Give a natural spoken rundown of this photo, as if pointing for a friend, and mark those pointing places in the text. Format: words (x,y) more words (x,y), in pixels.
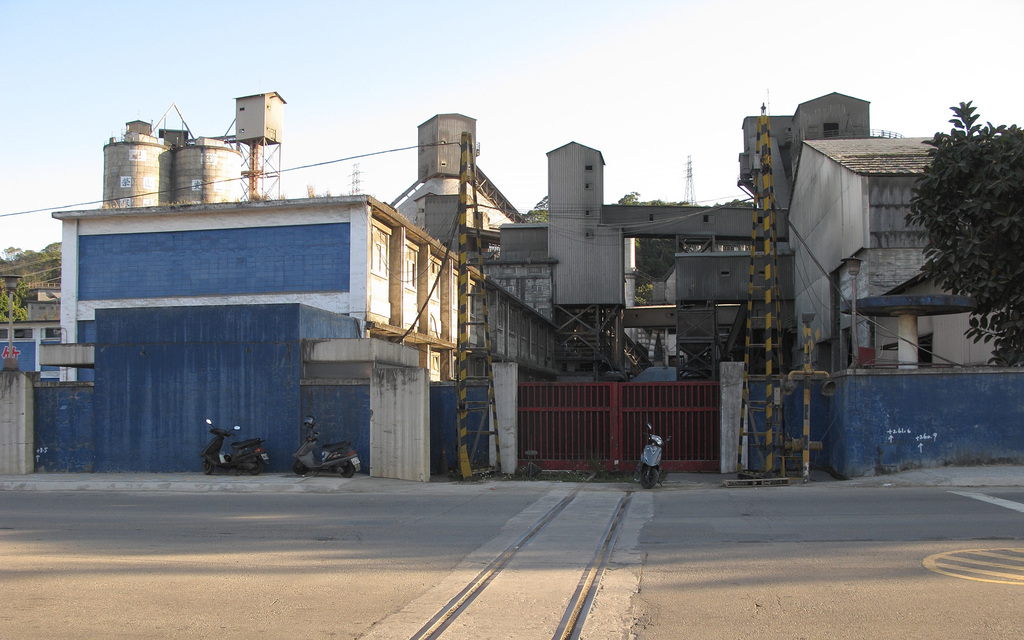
In the front of the image (456,523) there are buildings (245,290), vehicles (293,460), gate (688,420), walls (874,416), road (267,550), trees (35,279), towers (690,170) and objects (11,300). In the background of the image (518,150) there is sky (601,91).
